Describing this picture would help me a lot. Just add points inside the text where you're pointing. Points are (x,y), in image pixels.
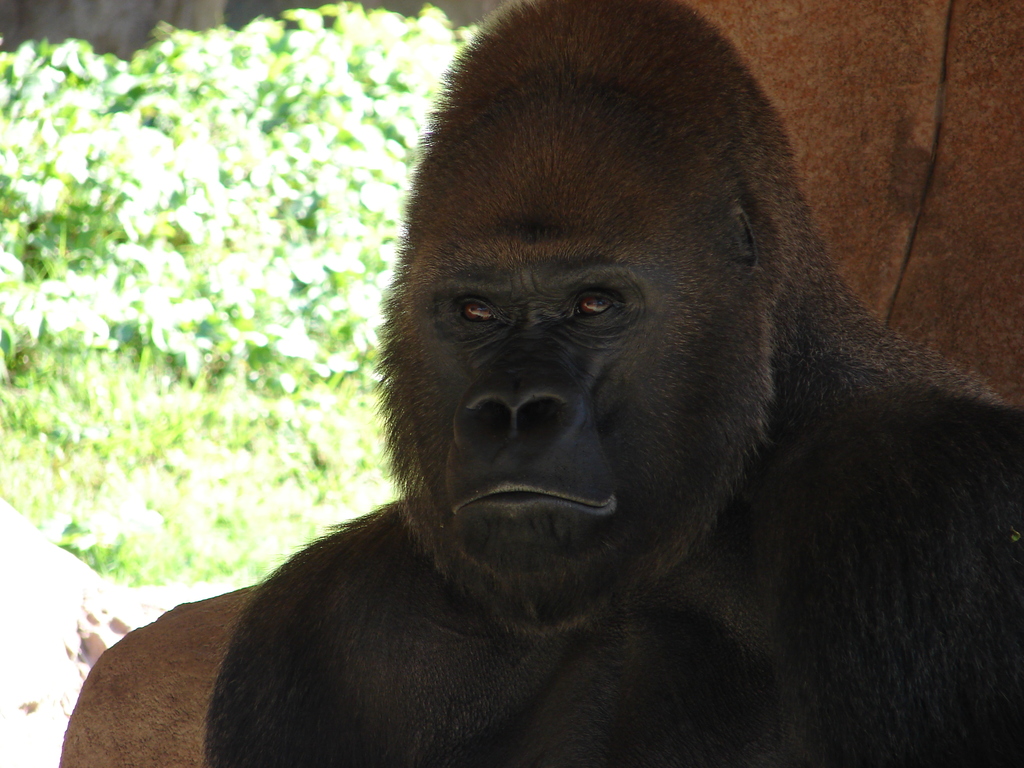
In this image we can see a gorilla (812,486). In the back (909,67) there is a wall (922,110). In the background (133,292) we can see leaves (186,220) and it is blurry.
